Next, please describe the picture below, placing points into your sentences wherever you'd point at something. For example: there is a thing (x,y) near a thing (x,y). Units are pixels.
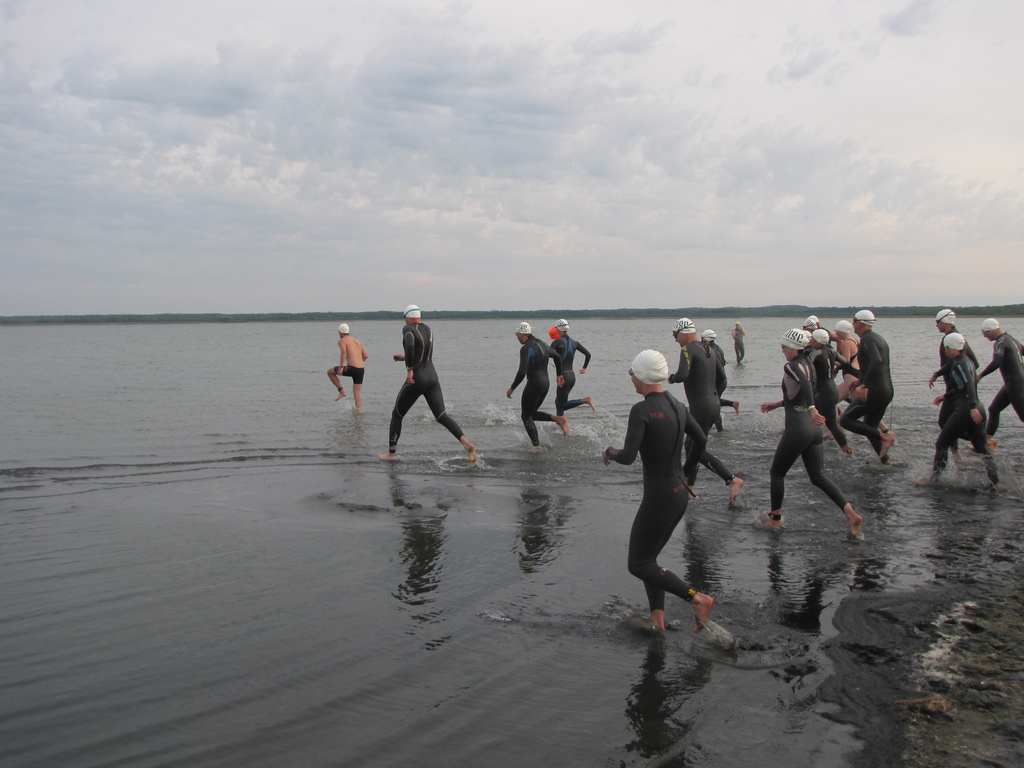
There are people (953,371) running and wore caps (659,361) and we can see water (574,331). In the background (636,252) we can see sky (652,228) with clouds (703,204).
